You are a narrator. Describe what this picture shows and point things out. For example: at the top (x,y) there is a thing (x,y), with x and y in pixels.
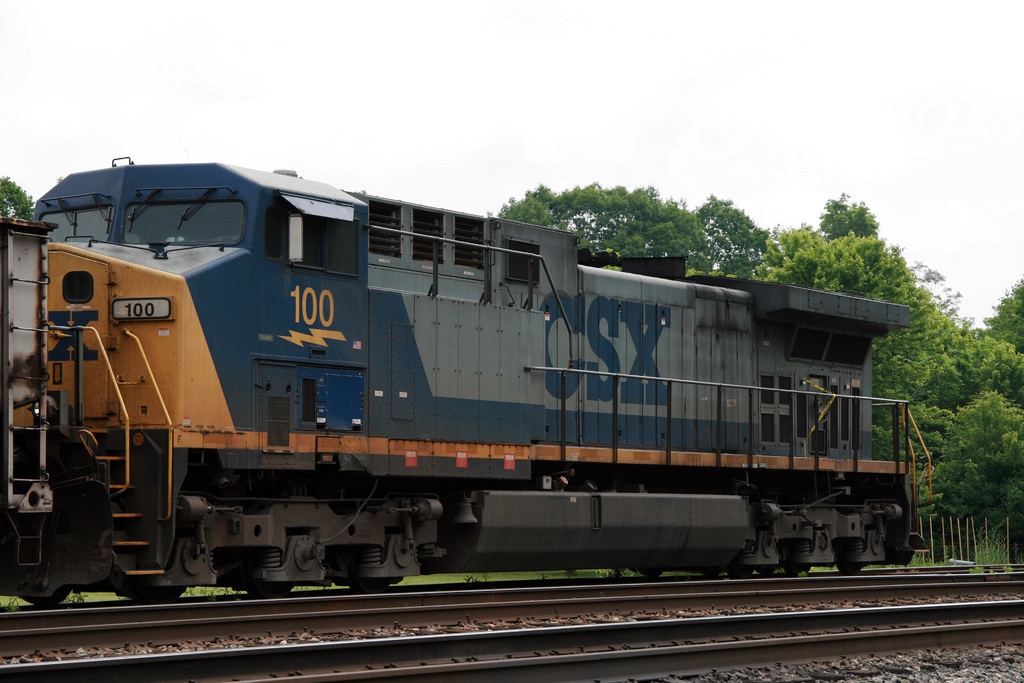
In this image we can see a train (488,400), railway track (900,605), trees (640,207), fence (962,561), also we can see the sky (707,60).
